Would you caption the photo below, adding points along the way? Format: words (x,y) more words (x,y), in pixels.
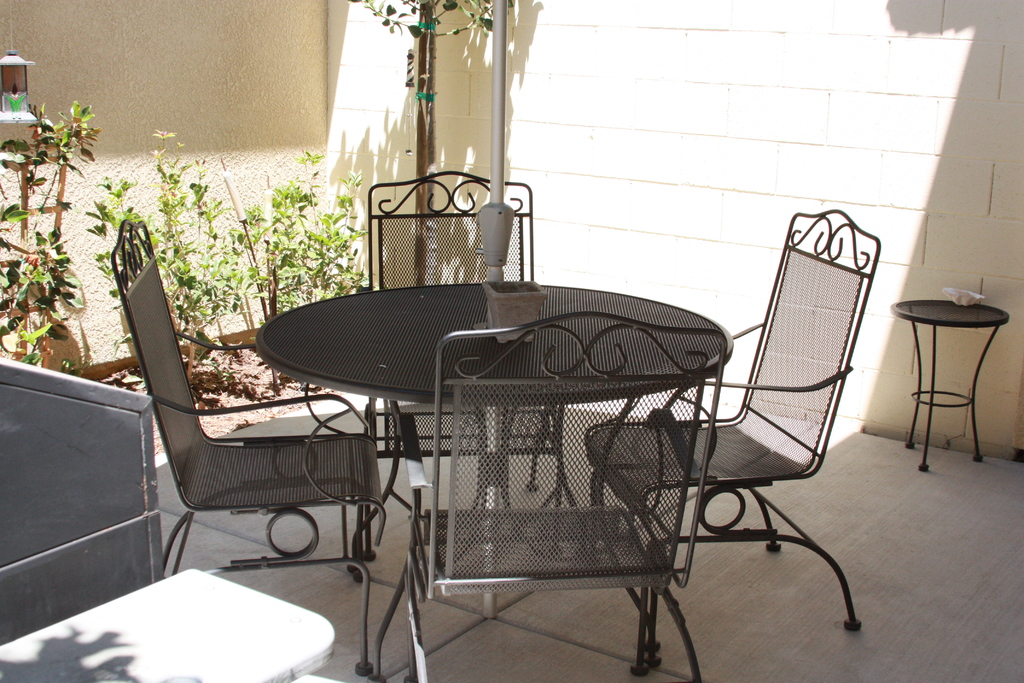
On the left side of the image (229,620) there is a wall (68,101) and some object (253,641). In the center of the image (462,350) we can see one table (446,345) and chairs (497,388). On the table (538,372), we can see some objects (496,266). In the background (644,80) there is a wall (650,80), plants (279,187), one stool (963,320) and a few other objects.
